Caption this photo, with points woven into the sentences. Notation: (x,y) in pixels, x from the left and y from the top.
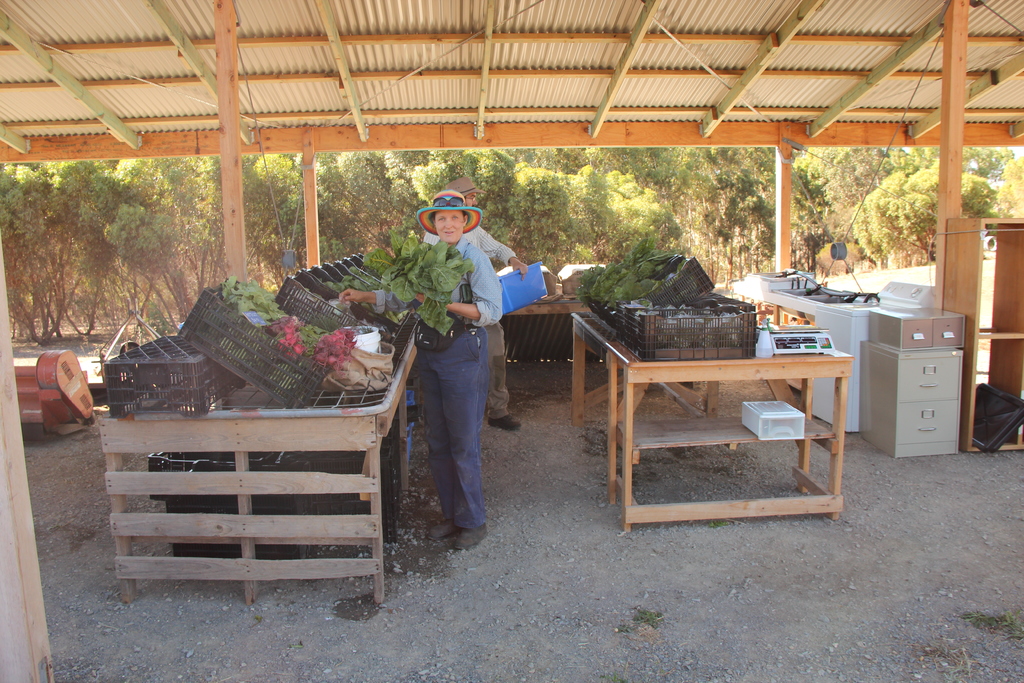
Under this roof (420,72) there are two people (434,379) and the woman (440,397) is holding leafy vegetables (435,319) and the person (494,252) is holding a file (519,288). We can see plenty of vegetable baskets (288,398) on the tables (610,335). In the background (338,233) there are trees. On the right (907,375) there are some cupboards (880,327) and tables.
